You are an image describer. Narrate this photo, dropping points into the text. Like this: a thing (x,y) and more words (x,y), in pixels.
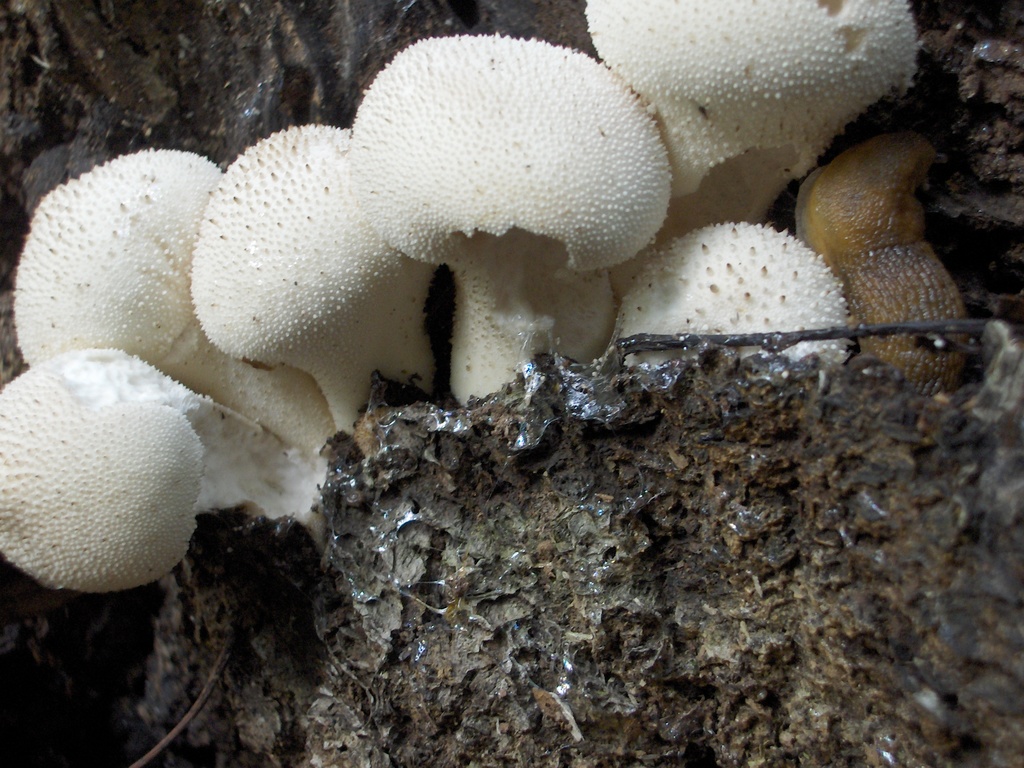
In this image I see mushrooms (770,241) which are of white in color and I see the brown color thing (954,313).
